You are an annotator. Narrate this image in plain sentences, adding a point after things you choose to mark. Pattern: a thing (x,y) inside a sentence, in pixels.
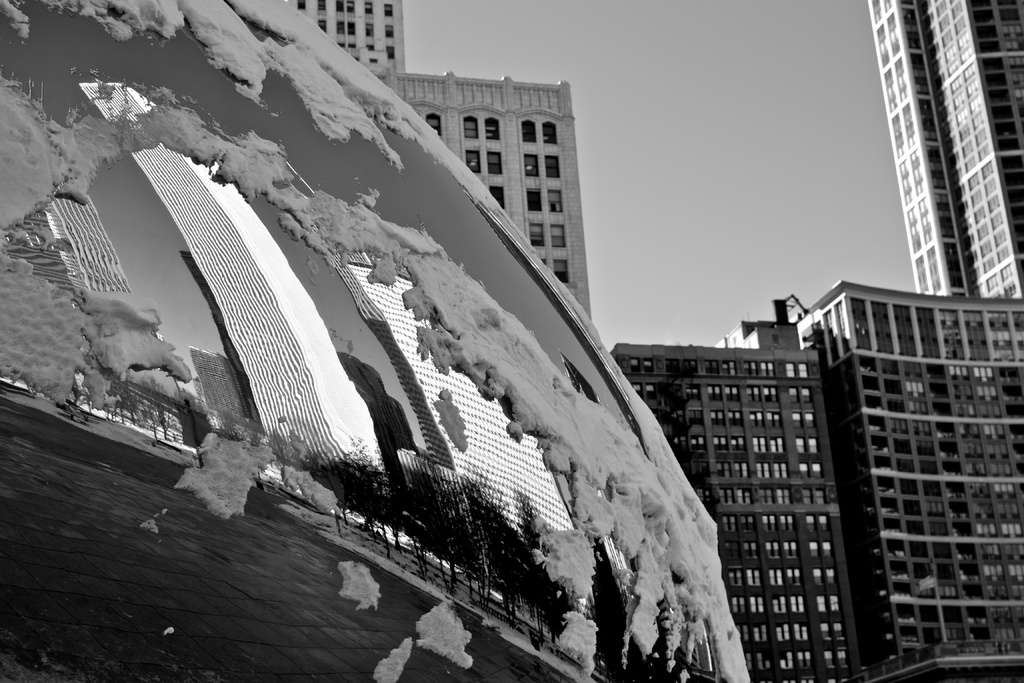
In the picture we can see a part of a glass substance (42,43) with snow (554,548) on it and on it we can see a image (231,290) of some buildings (619,556), ground (316,625) and trees (426,536) and behind the substance (569,528) we can see some tower buildings (747,572) with many floors (757,598), windows (759,611) to it with glasses (825,630) and behind it we can see a sky (645,271).
